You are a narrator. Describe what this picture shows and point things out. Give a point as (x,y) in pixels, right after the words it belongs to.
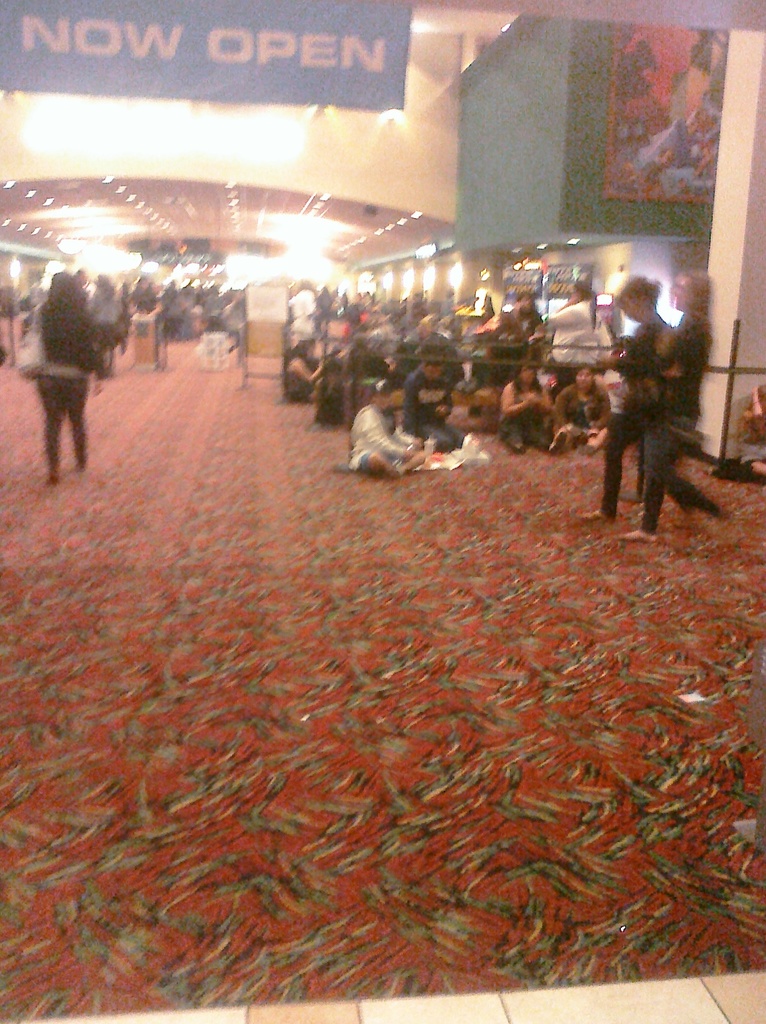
In this image we can see a carpet (216,640) on the floor (162,665). In the middle of the image (441,442), we can see people (366,400) are standing and sitting. At the top of the image (246,13), we can see the banners (202,65) and lights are attached to the roof (148,148).
